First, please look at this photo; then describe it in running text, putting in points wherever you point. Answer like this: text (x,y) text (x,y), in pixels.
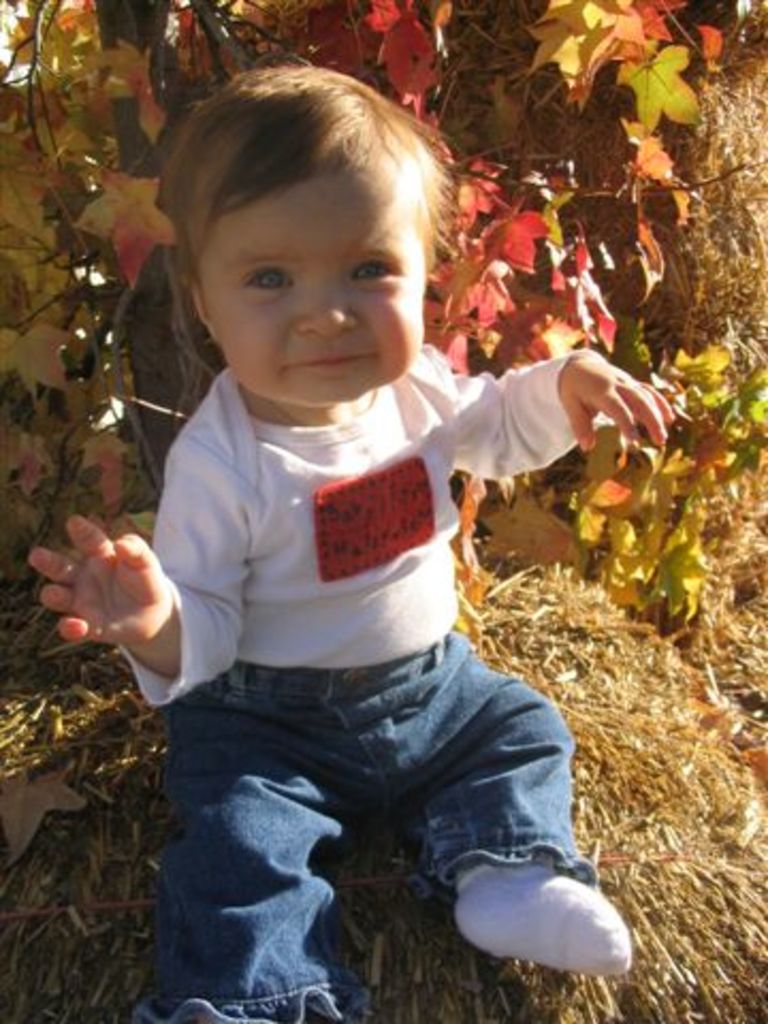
In this picture I can see there is a baby (205,484) sitting here and in the backdrop (489,263) there is a tree (476,246) and there are leaves (76,408) here.
